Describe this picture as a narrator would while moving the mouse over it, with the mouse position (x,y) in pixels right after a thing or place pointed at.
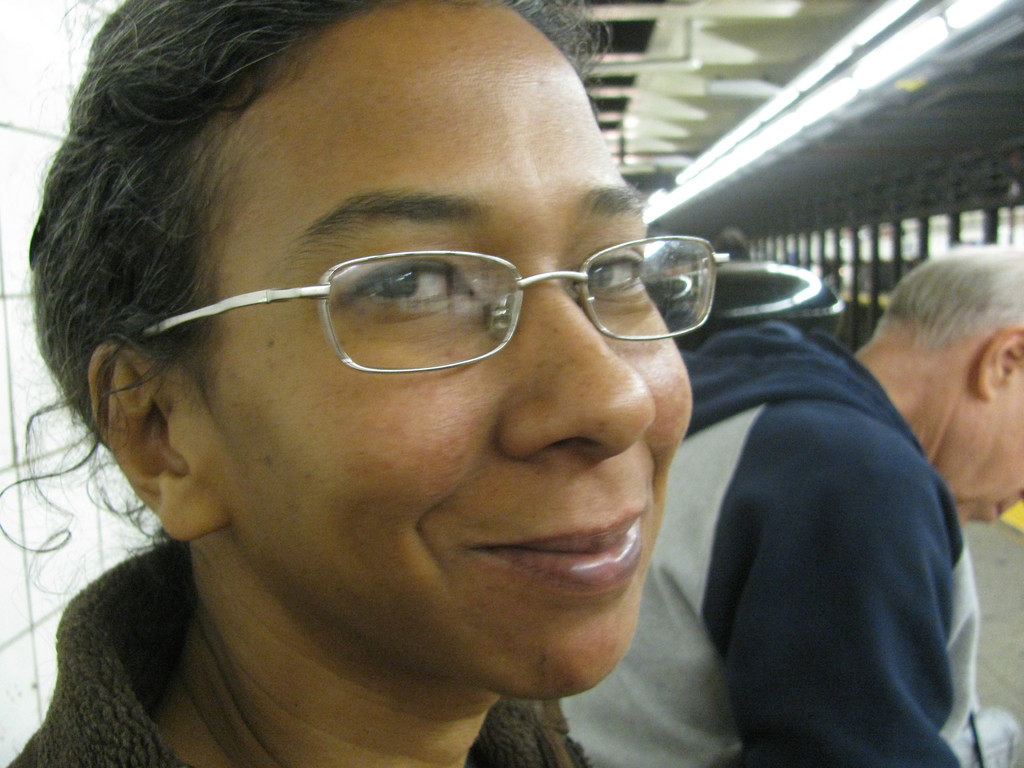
In this image we can see a woman (307,608) wearing spectacles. On the right side (801,685) we can see a man (803,729) sitting. We can also see some ceiling lights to a roof (718,118) and some windows (936,231).
